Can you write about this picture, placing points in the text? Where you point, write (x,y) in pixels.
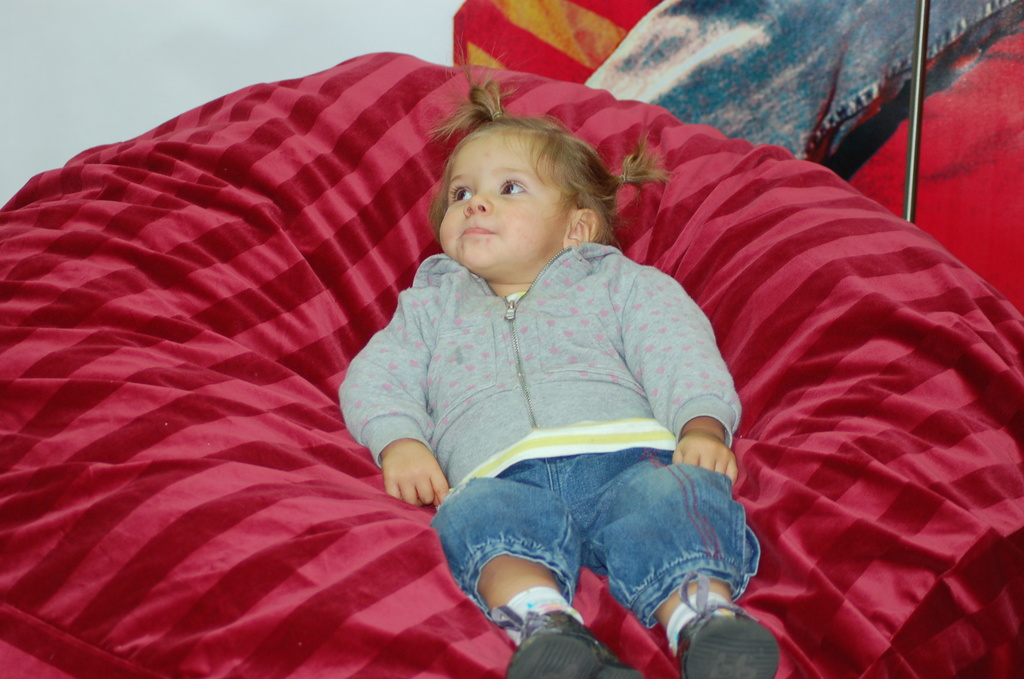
In this image we can find a baby girl (554,326) lying on the red color couch (290,362) and there is a rod (919,43) beside it.
